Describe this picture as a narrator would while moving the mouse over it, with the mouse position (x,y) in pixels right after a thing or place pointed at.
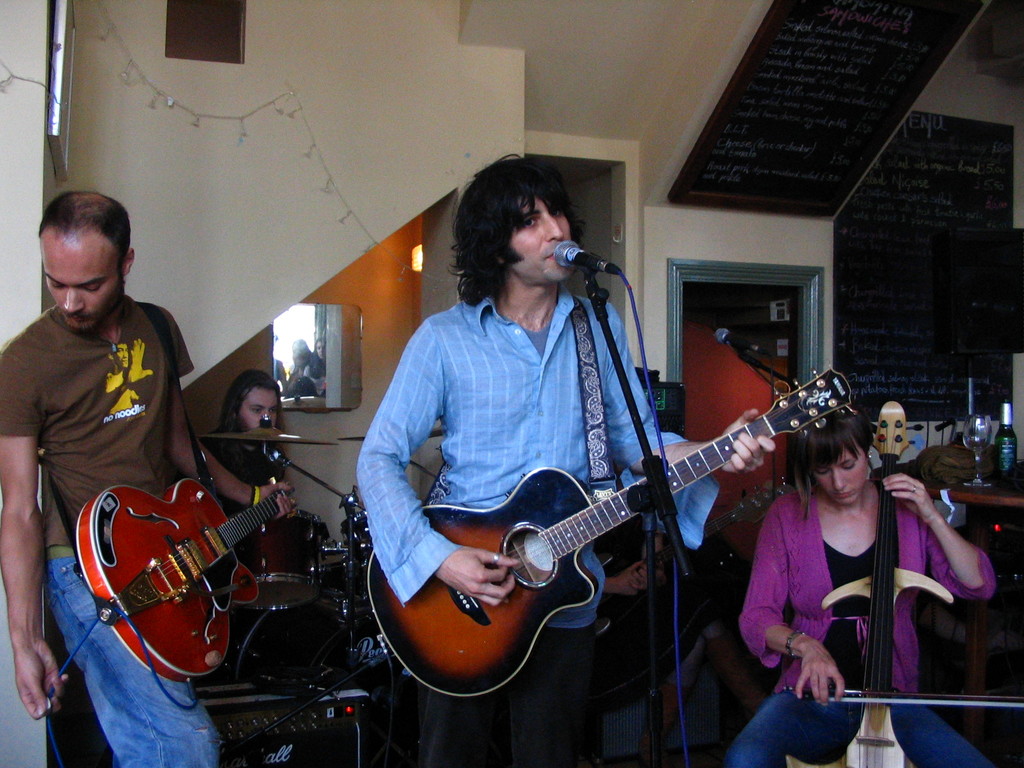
In this image we can see a man (544,444) wearing blue shirt (533,361) is singing and also playing the guitar (541,529). On the right side of the image (902,624) we can see a girl (952,566) sitting and playing cello (866,657). In the background (238,449) there is a man (251,418) playing drums (300,545). on the right side (993,492) there is a table (961,492) upon which there is a glass (983,445) and a bottle (1006,451). there is a mirror (322,344) through which few people (315,363) are seen.
